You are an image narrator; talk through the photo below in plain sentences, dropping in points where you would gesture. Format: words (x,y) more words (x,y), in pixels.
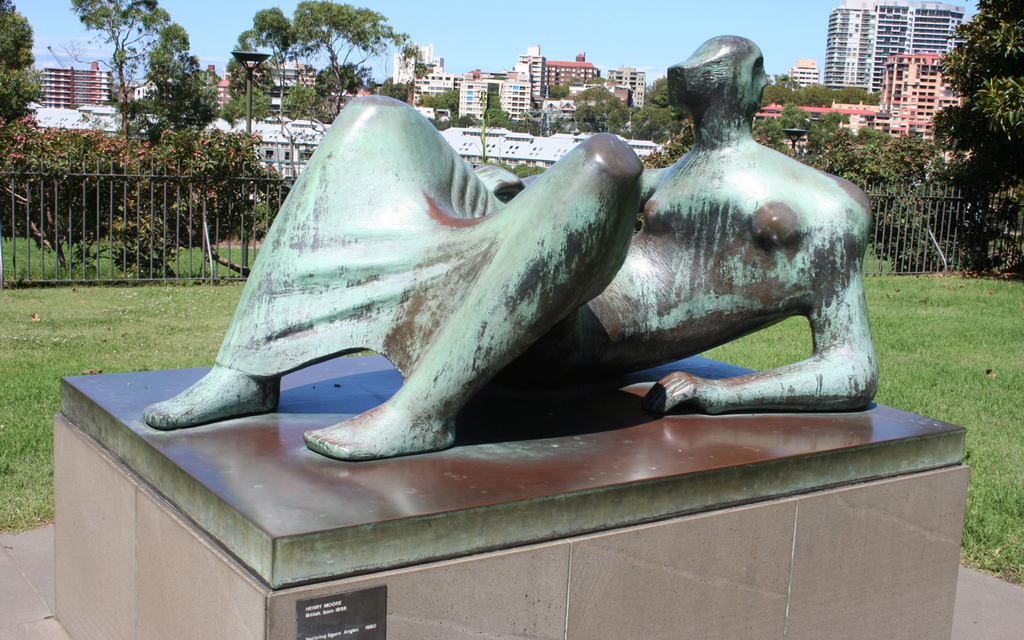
In this image, there is a statue (498,294) in front of the fencing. There are some trees (295,106) in the top left of the image (163,82). There are some buildings (541,69) and sky (784,44) at the top of the image (530,52).
